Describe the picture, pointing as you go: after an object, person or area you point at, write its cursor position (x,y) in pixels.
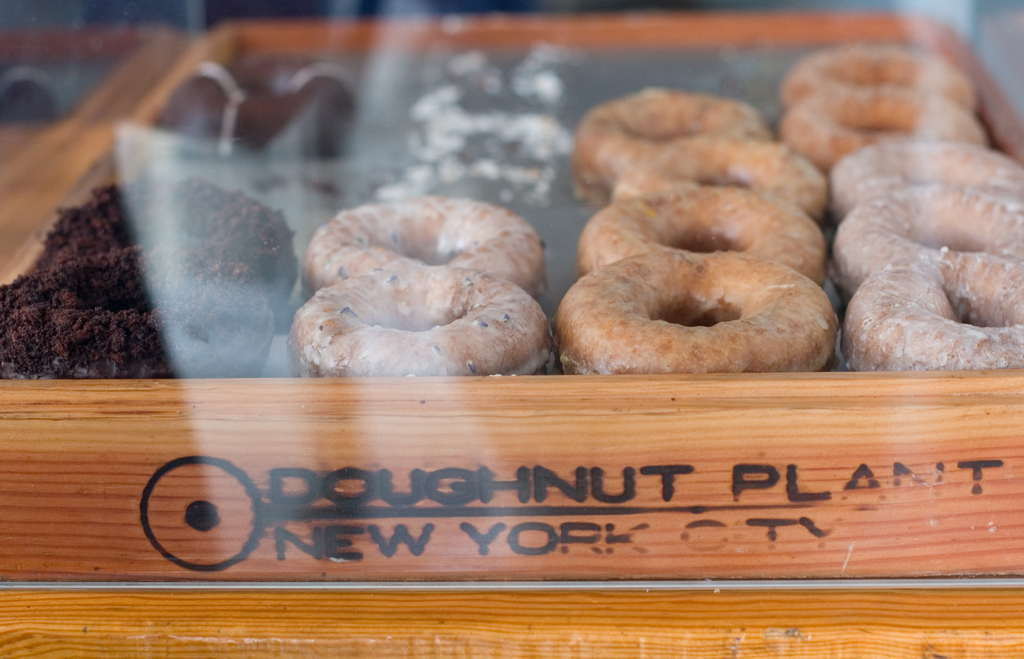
There are doughnuts (495,232) and other items (108,204) in a box (522,141) in the foreground (607,246) and text (986,463) at the bottom side (644,487).
